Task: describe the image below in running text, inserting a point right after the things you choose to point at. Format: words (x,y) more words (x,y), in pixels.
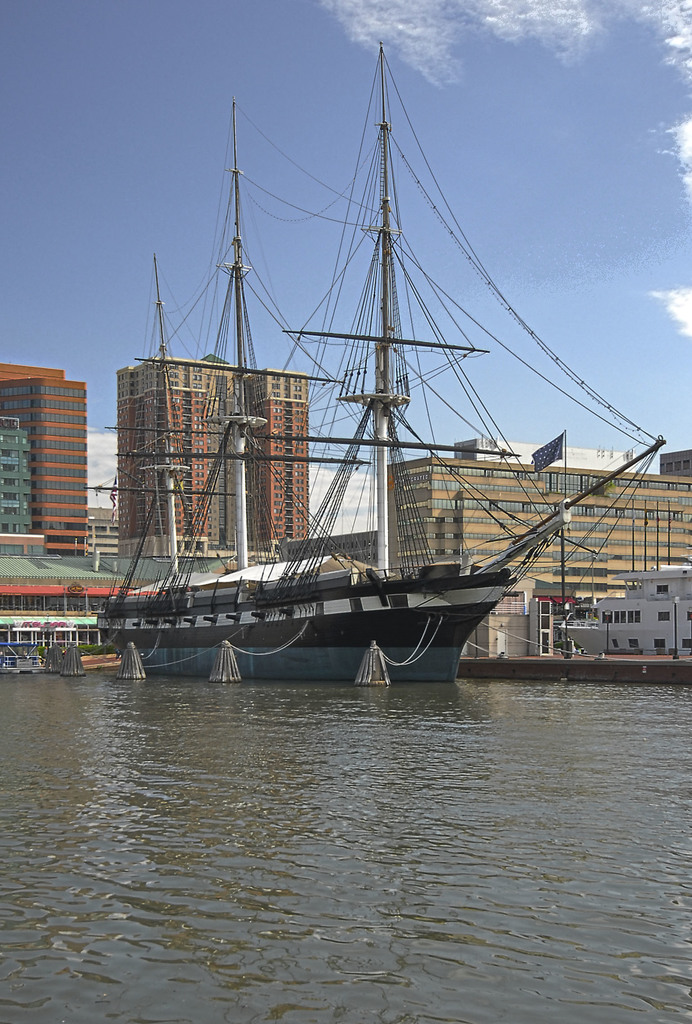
At the bottom of the picture (381,802), we see water (443,816) and this water (264,848) might be in the canal (338,830). In the middle of the picture (319,671), we see a boat (277,667). There are buildings (485,523) and poles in the background (464,461). We even see a flag (548,464) in the background (554,455). At the top of the picture (409,177), we see the sky (336,177), which is blue in color.
